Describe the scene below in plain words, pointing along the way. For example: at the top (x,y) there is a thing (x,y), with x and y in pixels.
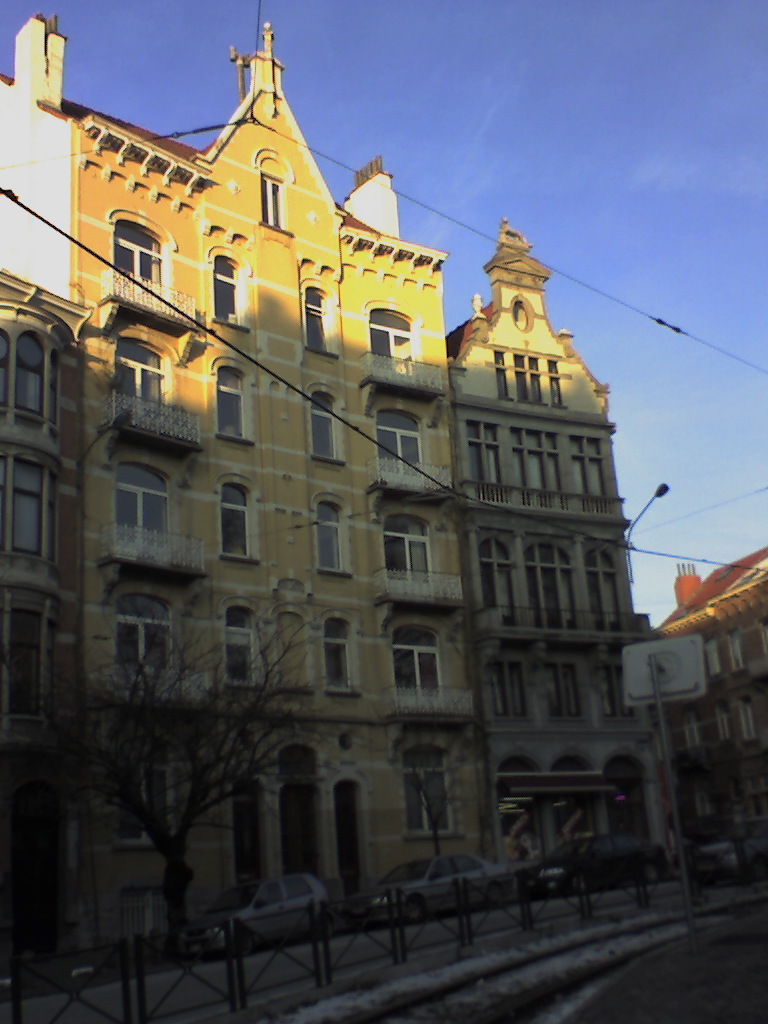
In this image there are some cars (218,941) on the bottom of this image (265,929) and there are some trees (186,813) on the bottom left side of this image (169,815) and there is a building (273,466) in the background (360,453). There is a blue sky (502,144) on the top of this image (566,140).
